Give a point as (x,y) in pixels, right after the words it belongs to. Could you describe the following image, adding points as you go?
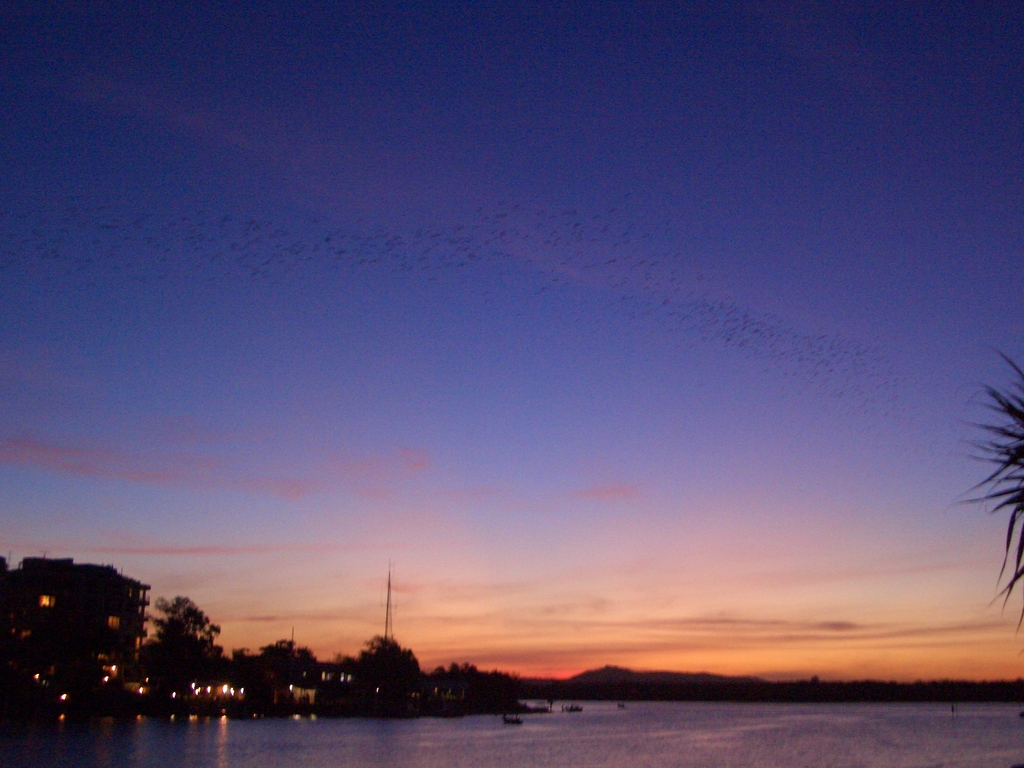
We can see water (696,736). On the right side of the image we can see leaves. In the background (956,449) we can see building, trees (796,687), pole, lights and sky (1009,652).
